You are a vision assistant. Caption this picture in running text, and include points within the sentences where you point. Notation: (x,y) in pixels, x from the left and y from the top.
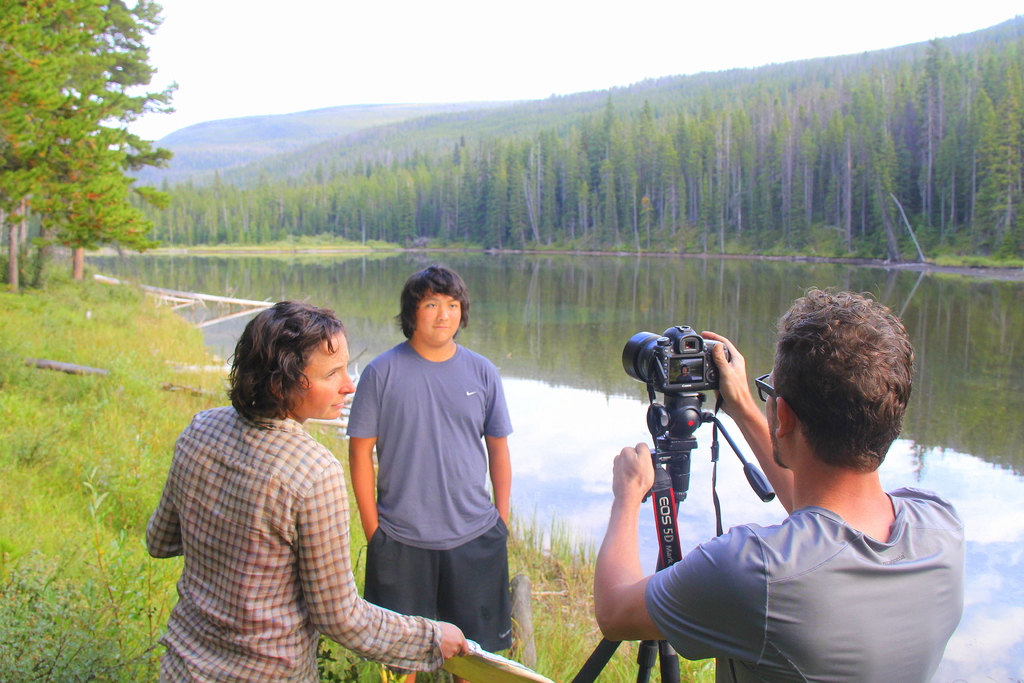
On the right side (840,459), there is a person (854,554) in gray color T-shirt (807,599), holding the camera (672,366) with one hand (716,349), which is on a stand (696,393) and there is a river (610,384). On the left side (248,540), there is a person (262,443) in a shirt (256,466), holding an object (511,663) and standing and there is grass (94,603) on the ground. Beside this person (441,629), there is a person (391,372) in a T-shirt (448,413), standing. In the background (192,218), there are trees (278,204) and there are clouds (636,41) in the sky (194,58).
